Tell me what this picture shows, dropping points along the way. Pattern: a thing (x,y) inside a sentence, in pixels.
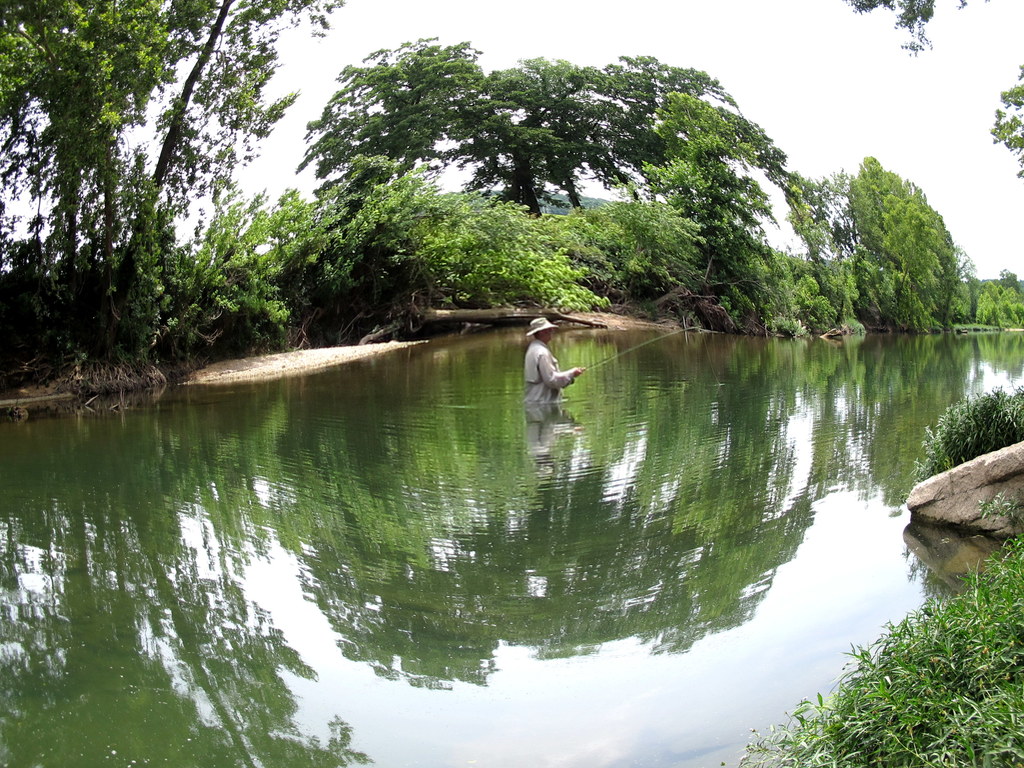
In the center of the image (529,326) a man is present in the water (488,349). In the background of the image (421,286) we can see trees (489,258), water (763,438) are there. At the top of the image (688,39) we can see the sky (843,47). At the bottom right corner (961,720) we can see some plants (997,648) and rock (966,483) are there.
